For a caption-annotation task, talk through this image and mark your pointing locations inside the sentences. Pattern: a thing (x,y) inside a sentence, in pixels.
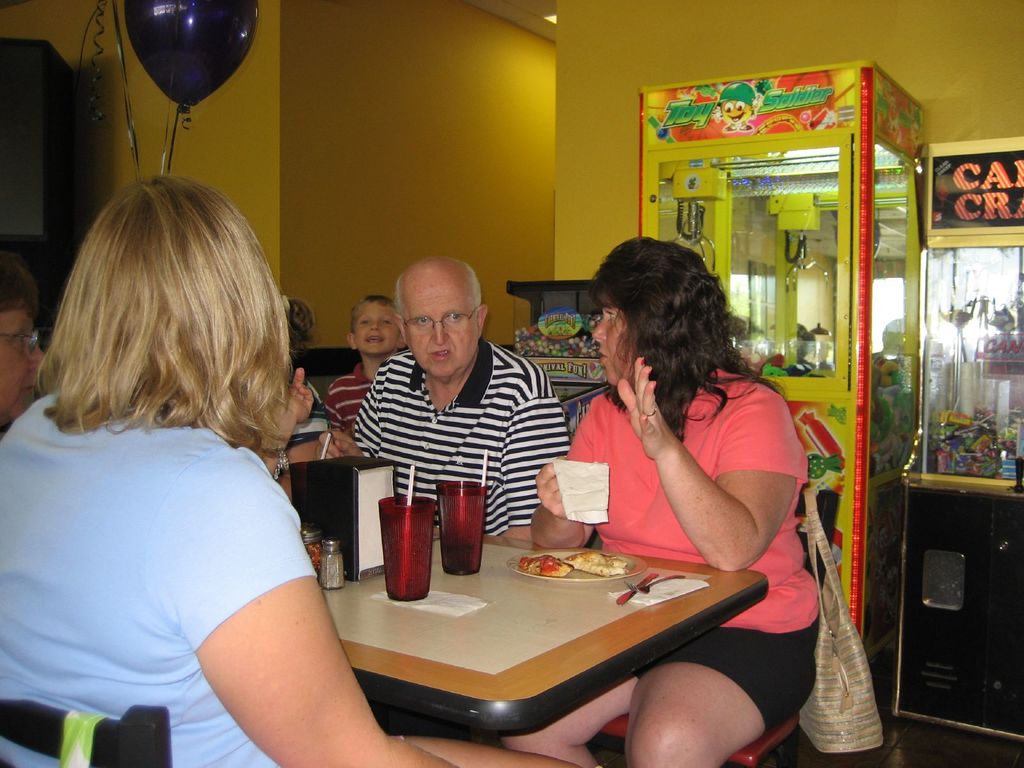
In the middle of the image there is a table (520,589), On the table (601,590) there is a food (528,560) and spoon (644,580) and there is a glass (446,555). Surrounding the table (410,611) few people (184,313) are sitting. Top left side of the image (190,14) there is a balloon (246,31). Behind the balloon (179,2) there is a wall (385,119). Bottom right side of the image (944,594) there are something.
